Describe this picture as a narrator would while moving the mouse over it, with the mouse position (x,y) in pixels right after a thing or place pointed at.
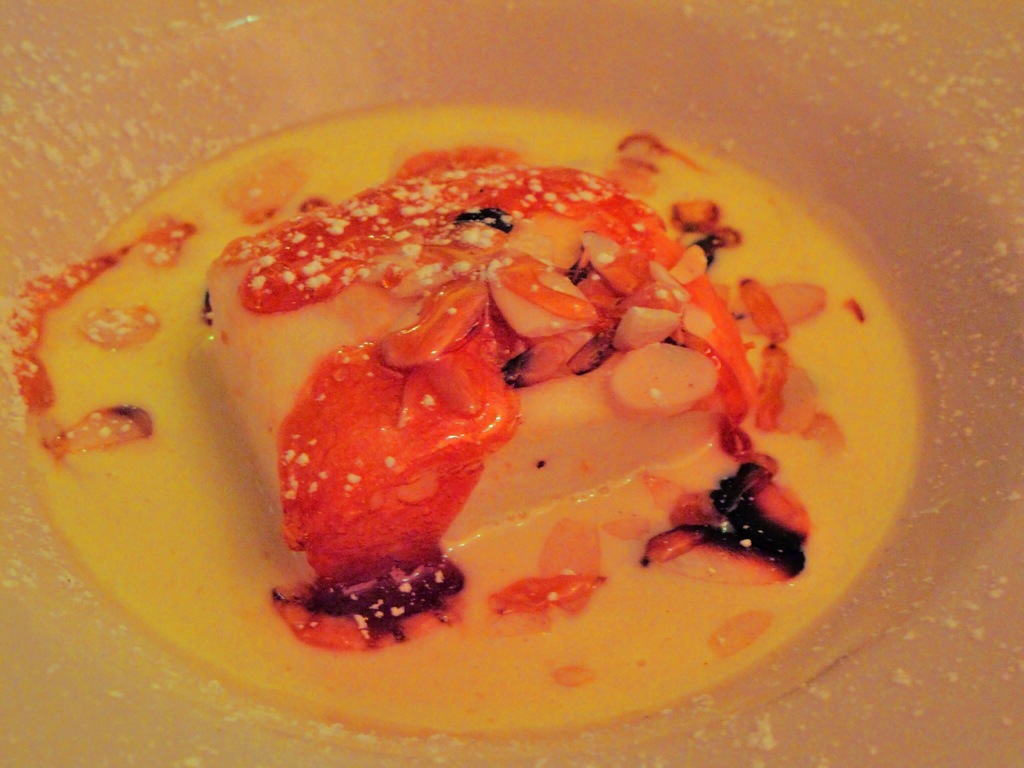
In this image there is a bowl (486,27) having some food (660,463) in it.
